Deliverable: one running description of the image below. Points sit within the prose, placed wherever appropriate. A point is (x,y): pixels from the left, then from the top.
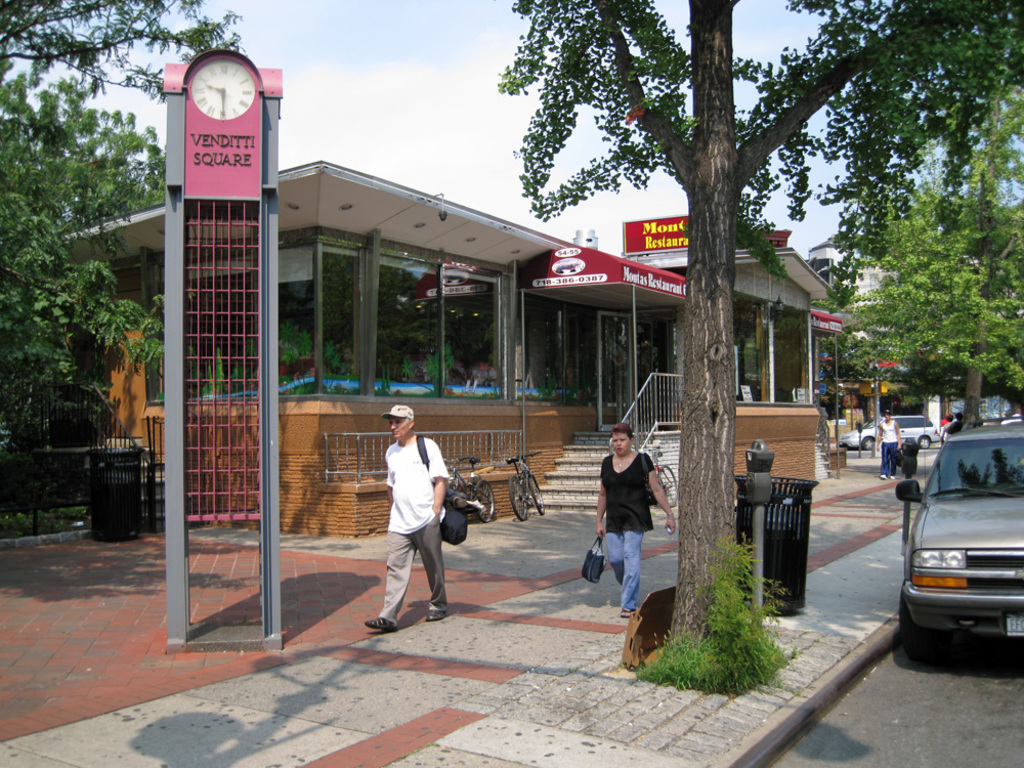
In this image in the left (232,197) there is a clock stand (233,180) with some text (227,160) written on it, there are trees (729,399), there are persons (627,579) walking, there are bins (805,528) which are black in colour and there is grass (22,531) on the ground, there is a fence (87,490). In the background (631,349) there are buildings (672,370), boards (638,271) with some text (656,276) written on it, there are bicycles (516,480), there are persons (946,413), there are vehicles (963,496) and trees (979,252) and we can see clouds (475,114) in the sky (463,130).
